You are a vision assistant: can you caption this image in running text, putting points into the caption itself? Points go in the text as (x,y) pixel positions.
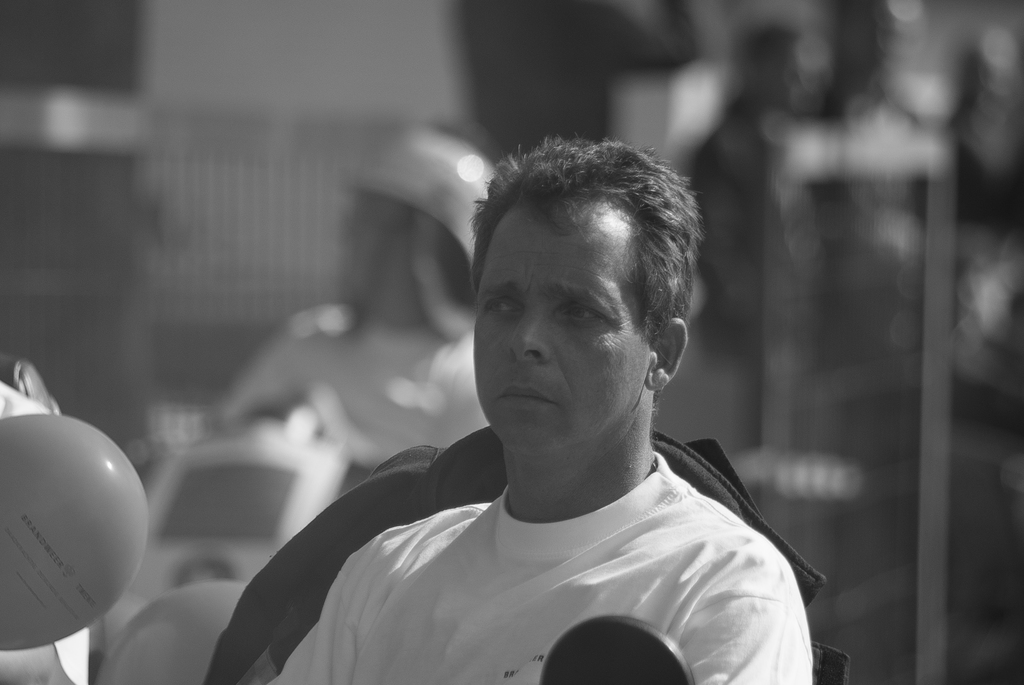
In the middle of the image (488,286) a person (649,287) is sitting. Behind him few people (1005,282) are sitting. Background of the image (19,296) is blur.
